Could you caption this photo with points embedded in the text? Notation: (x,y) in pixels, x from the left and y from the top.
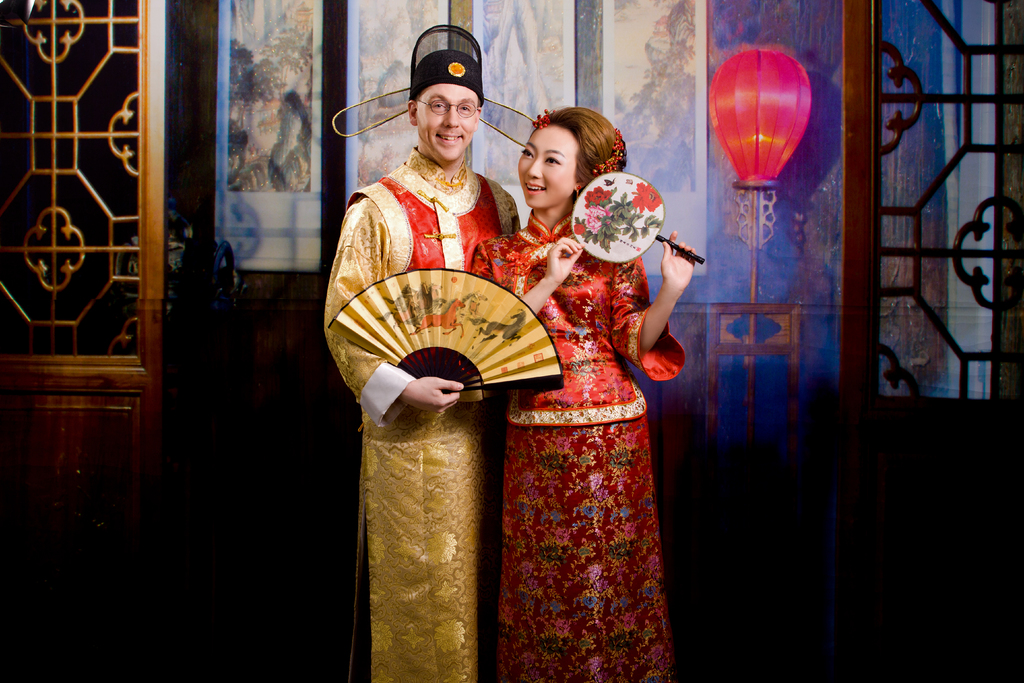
In this image there is a man (459,512) and a woman (602,473) standing. The man (375,374) is holding a hand fan (431,329) in his hand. The woman (675,254) is holding a object (637,232) in her hand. Behind them there is a wall (325,359). There are paintings (656,40) on the wall (743,372). There is a lamp stand (756,183) in front of the wall (698,295). On the either sides of the image there are wooden doors (915,438).
